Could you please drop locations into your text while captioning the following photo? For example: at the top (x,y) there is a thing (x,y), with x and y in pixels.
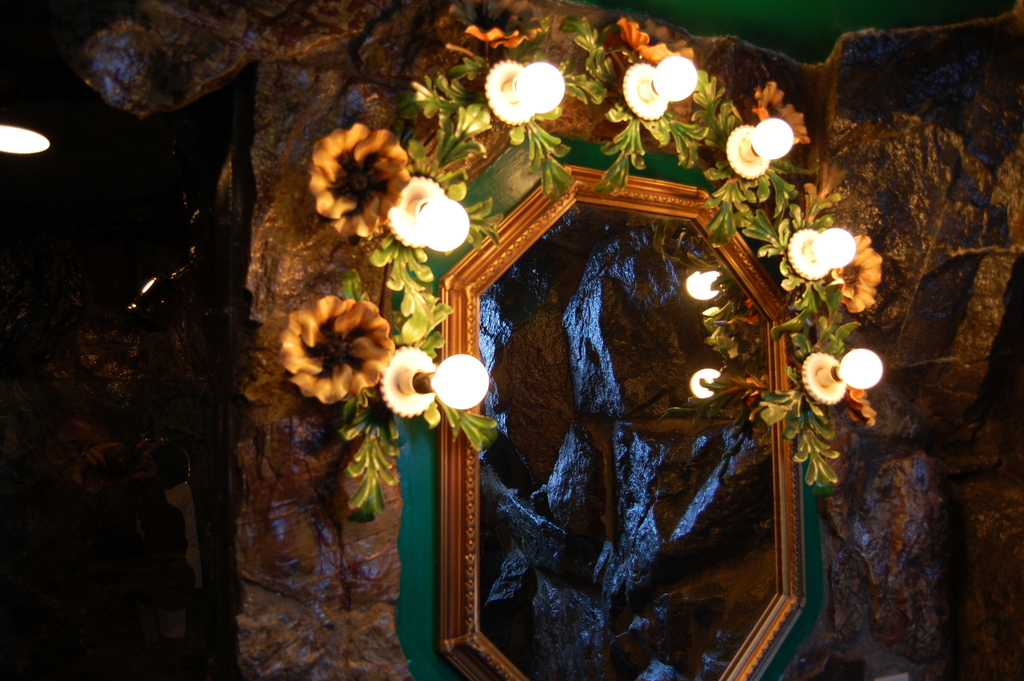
In the image we can see the mirror (699,347) and in the mirror (706,360), we can see the reflections (702,393) of the lights (706,378). Here we can see lights (732,163), decorative flowers (378,333) and leaves (401,283).
